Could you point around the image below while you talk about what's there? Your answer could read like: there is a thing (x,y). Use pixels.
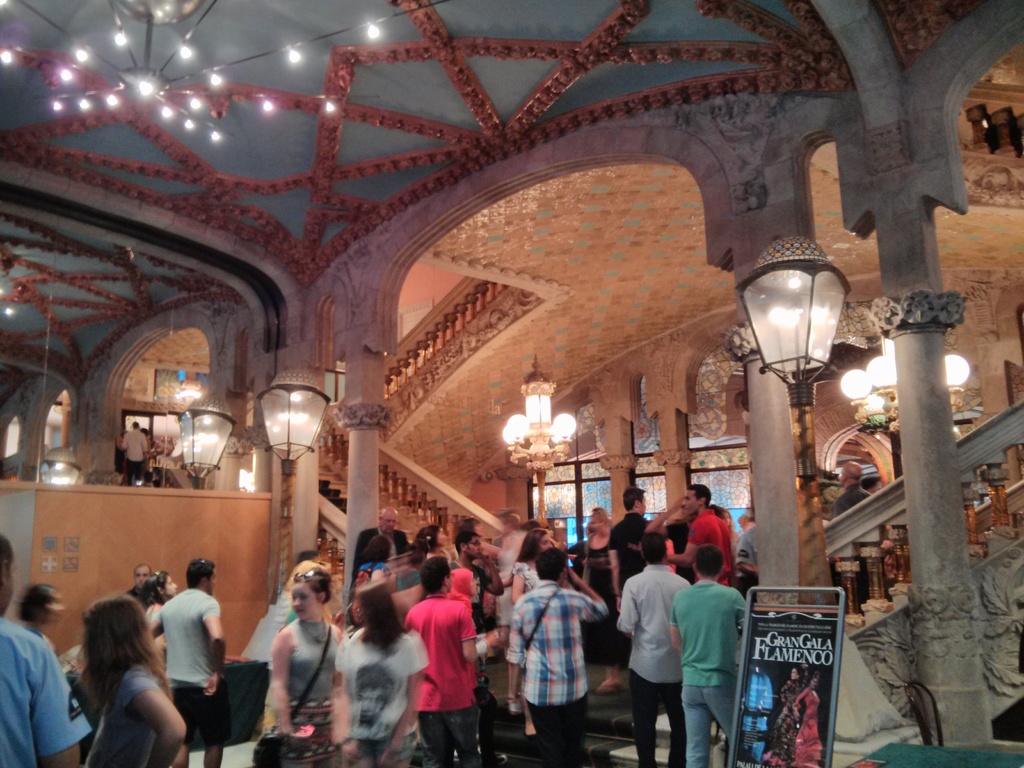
This is a room (112,513) in this room (75,418) we can see some group of persons (374,629) standing and some are walking and at the background of the image (458,379) there are some lights (292,385), chandelier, windows (610,494), stairs (403,406) and roof (56,187).
